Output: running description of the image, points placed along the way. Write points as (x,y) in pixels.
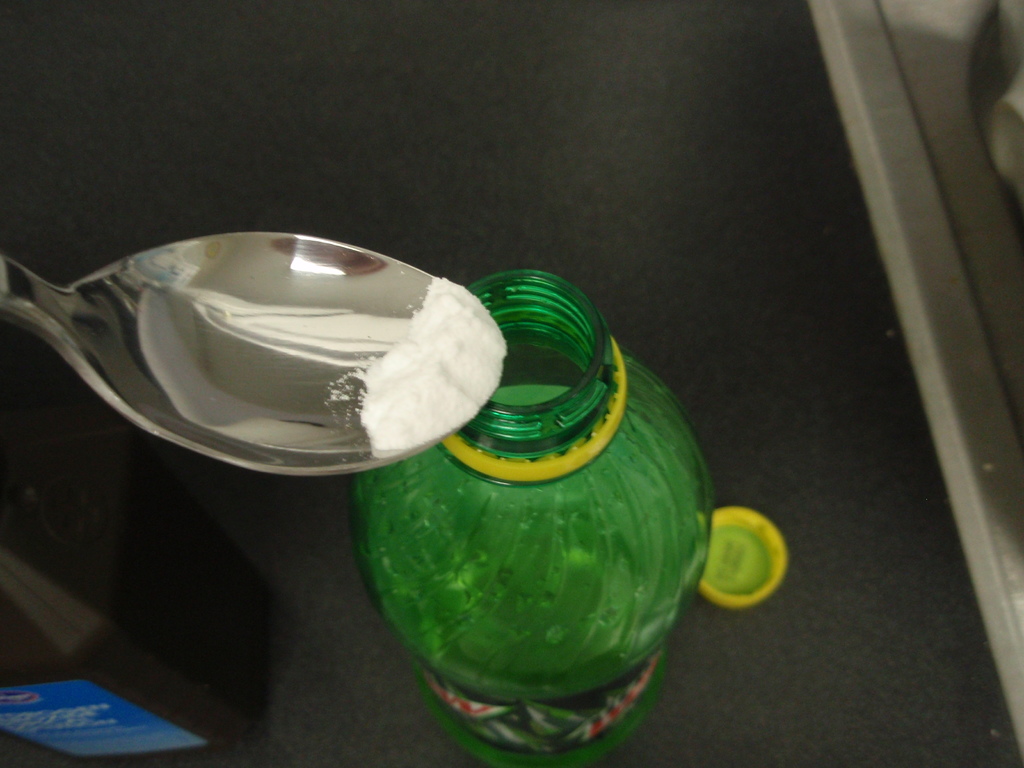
In this image there is a green color bottle (480,498) kept on the floor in the middle (515,501) and back side of green color bottle (658,521) yellow color cap (733,553) kept on that. On the left side (220,438) there is a spoon (245,442) contain a food item (376,406). And left corner (83,712) there is a paper (41,712) and some text (65,722) written on that.
